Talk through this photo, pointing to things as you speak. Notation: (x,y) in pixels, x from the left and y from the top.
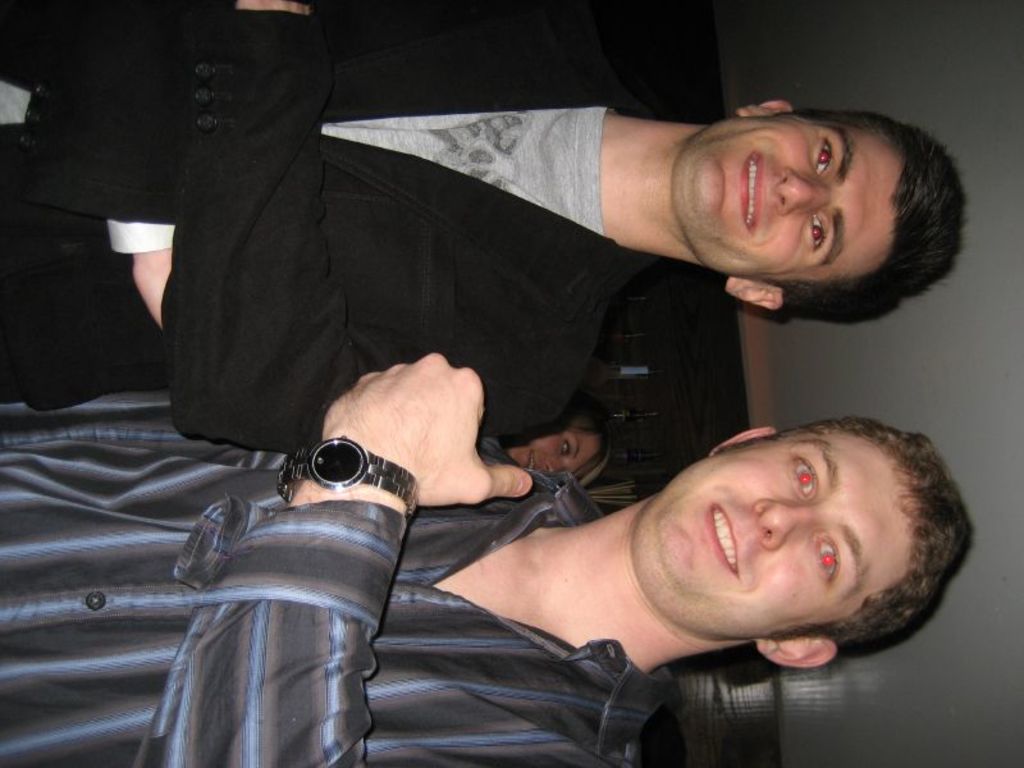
There are two men (537,588) standing and smiling. This man (389,587) wore a shirt (390,577) and a wrist watch (293,480). I can see the woman (575,436) behind the two men (554,390). I think this is the roof (992,341).
